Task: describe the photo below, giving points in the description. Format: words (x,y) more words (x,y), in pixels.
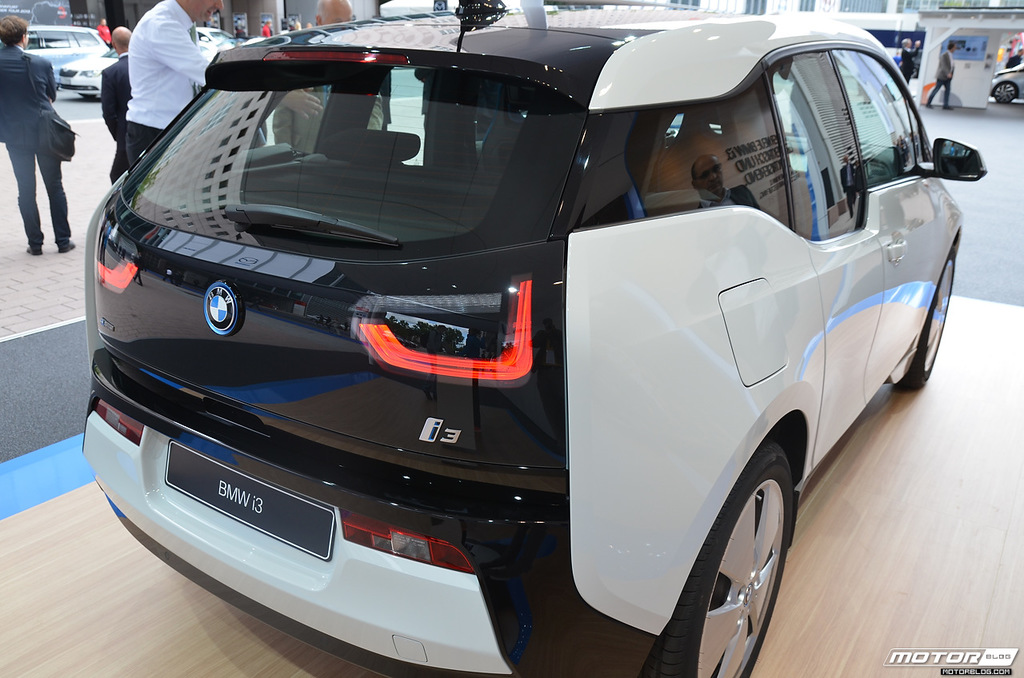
In this picture I can see there is a car (917,138), it has lights (438,366), a logo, there are a few people (109,69) standing at the left side (36,83) and there is a building (959,88) in the backdrop (962,70) on the right side (899,34).
